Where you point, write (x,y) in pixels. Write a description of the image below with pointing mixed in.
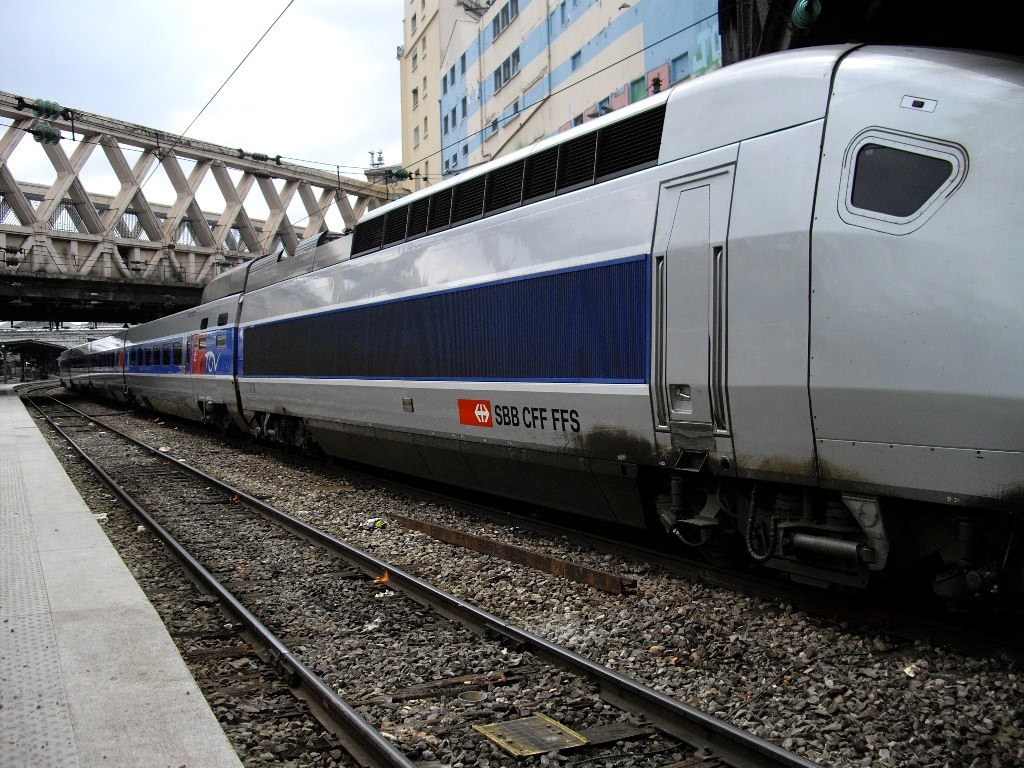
In this image I can see train (723,191) which is in gray and blue color and the train (541,467) is on the track (513,508), at right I can see a building (603,41) in cream color, in front I can see bridge (163,152) and the sky (147,80) is in white and blue color.
